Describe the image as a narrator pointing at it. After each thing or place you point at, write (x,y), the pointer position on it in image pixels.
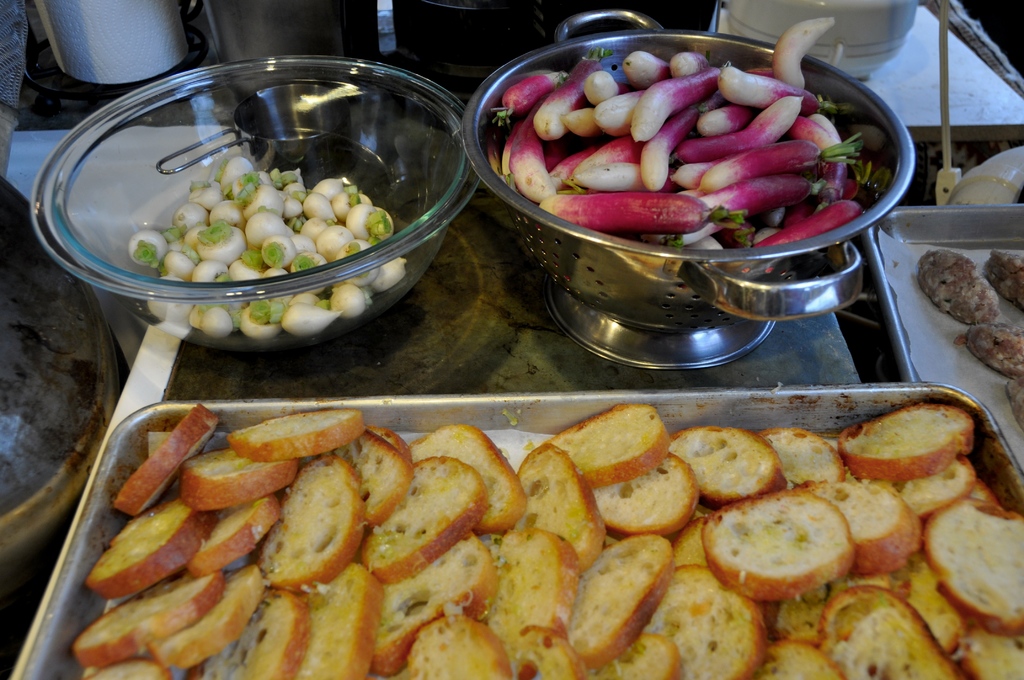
In this image we can see some pieces of bread (544,472) and meat patties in the trays (476,412), some turnips (310,306) and root vegetables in the bowls (209,335) which are placed on the table (434,341). We can also see some containers (784,28) beside them.
